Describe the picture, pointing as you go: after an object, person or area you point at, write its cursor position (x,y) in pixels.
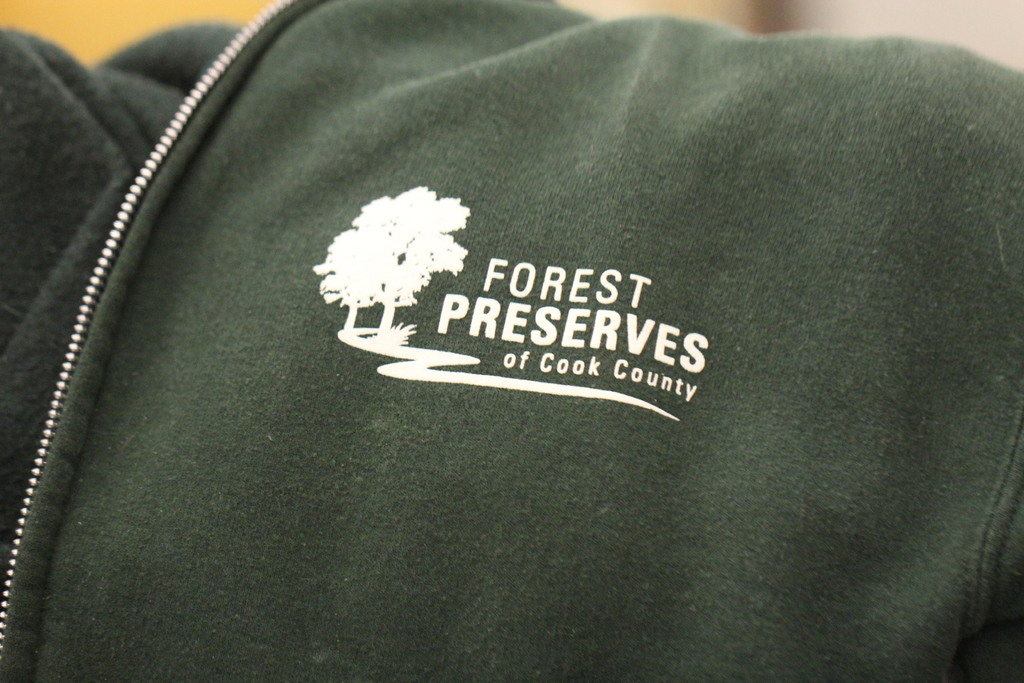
In this picture I can see there is a coat (615,364) and there is a logo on it, there are trees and something written on it. The coat (165,321) has a metal zip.
